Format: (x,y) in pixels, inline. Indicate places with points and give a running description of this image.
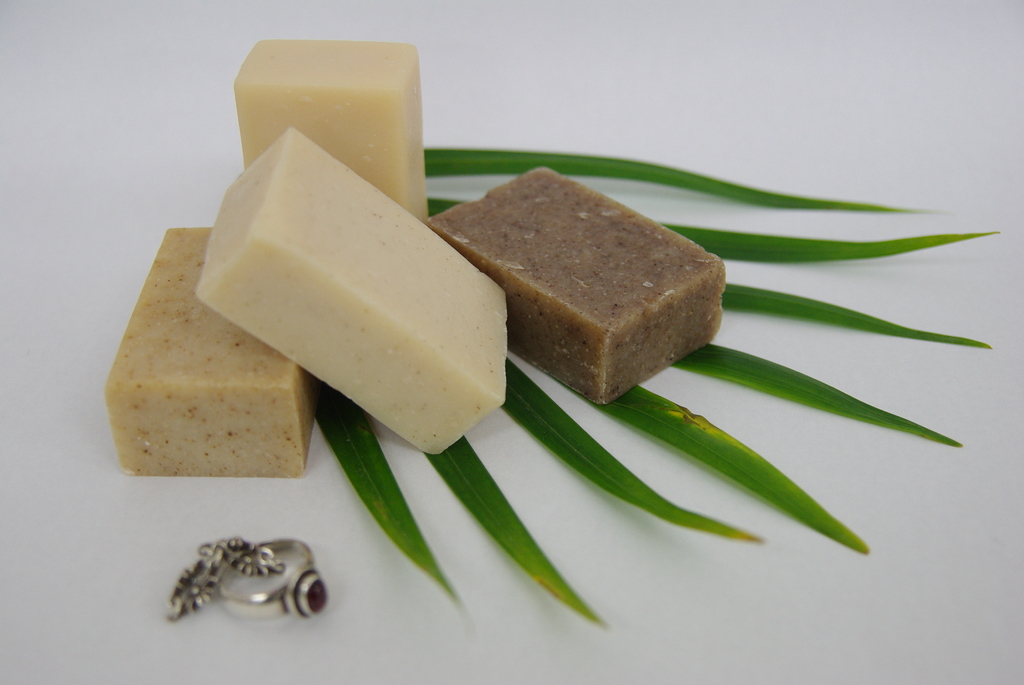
At the bottom of the image (232,491) there is a table (296,660), on the table (666,482) there are some soaps (462,313) and leaves (337,445) and rings (251,555).
